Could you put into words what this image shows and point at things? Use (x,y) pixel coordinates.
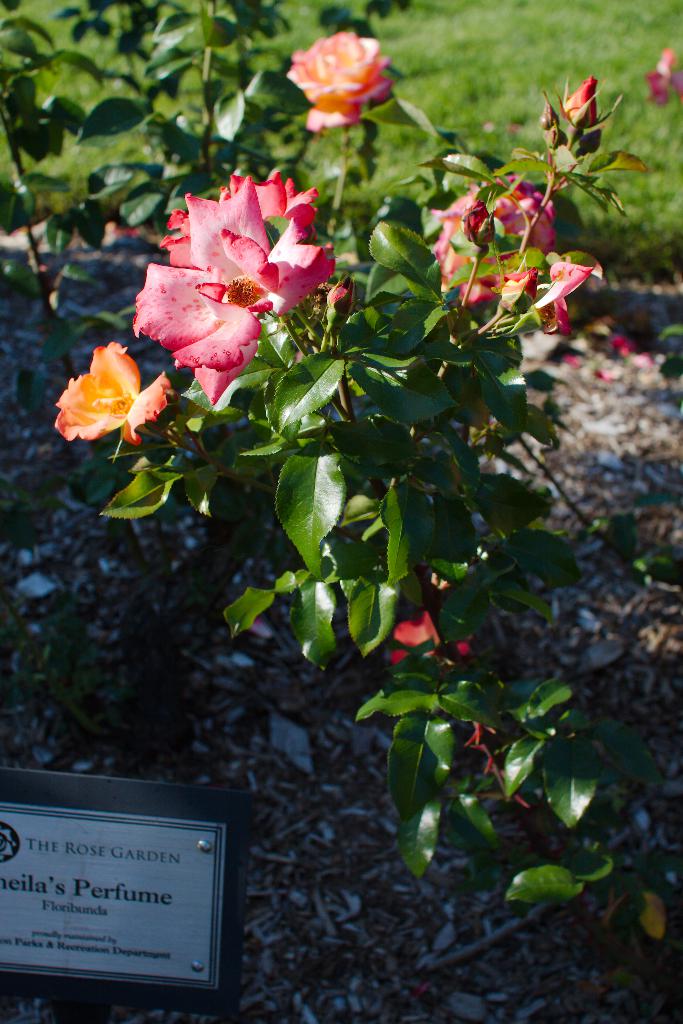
In this image there are rose plants (322,558), in the bottom left (114,790) there is a board (40,931), on that board (89,936) there is some text (62,895).
